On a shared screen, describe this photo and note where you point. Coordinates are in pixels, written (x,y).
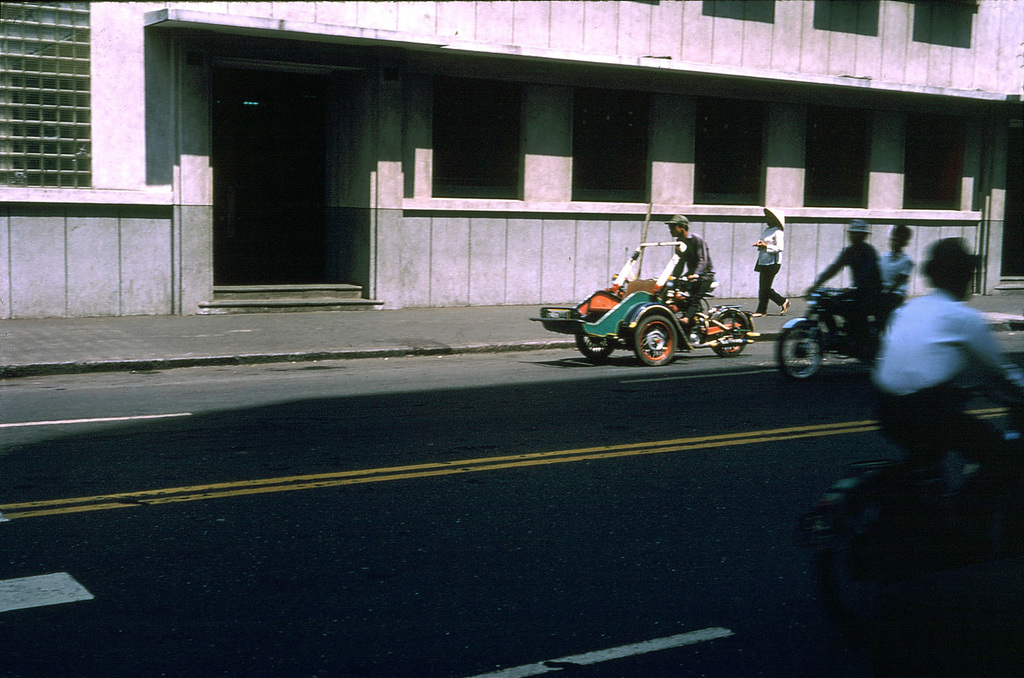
There is a person (916,304) riding a bicycle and he is on the right side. Here we can see a person (883,319) riding a motorcycle (869,337) on the road (766,345). There is a person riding a vehicle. Here we can see a person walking on the sidewalk (765,317) of a road (824,651). Here we can see a building (534,179).
